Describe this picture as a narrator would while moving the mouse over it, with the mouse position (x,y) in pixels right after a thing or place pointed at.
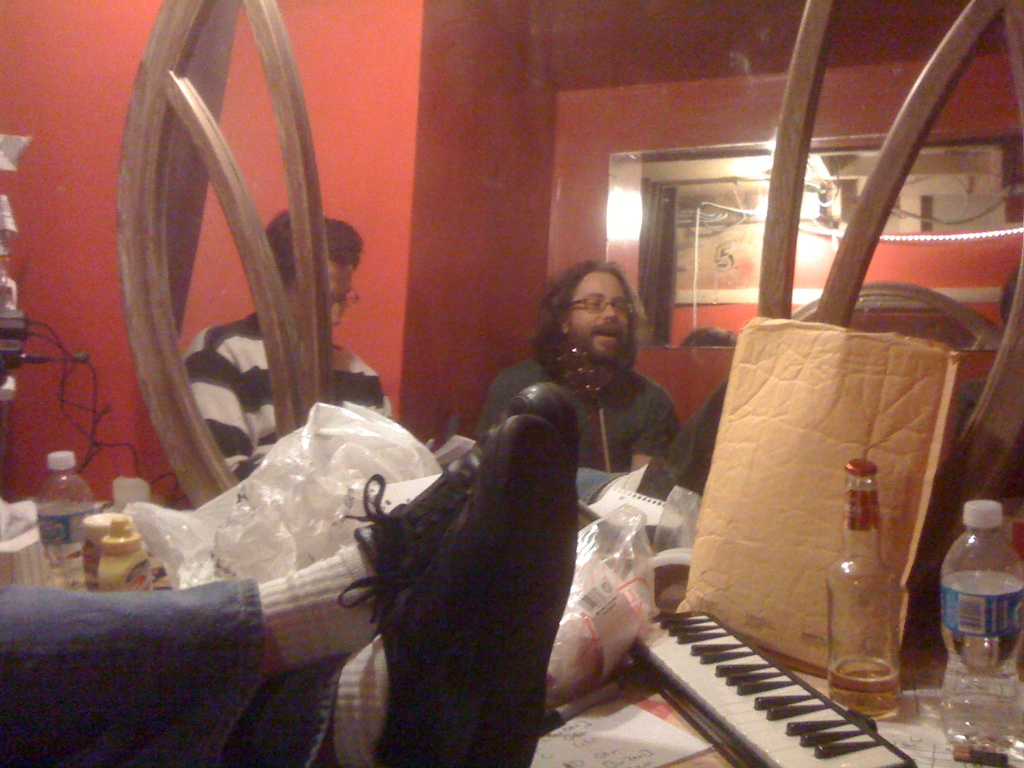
There are two people (236,376) sitting in the chairs (304,393) in front of a table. And there are some things (638,557) placed on the table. We can observe piano (728,655) here, along with some water bottles (991,559) and a beer bottle (870,587). In the background (474,243) there are some walls (397,136) here.
